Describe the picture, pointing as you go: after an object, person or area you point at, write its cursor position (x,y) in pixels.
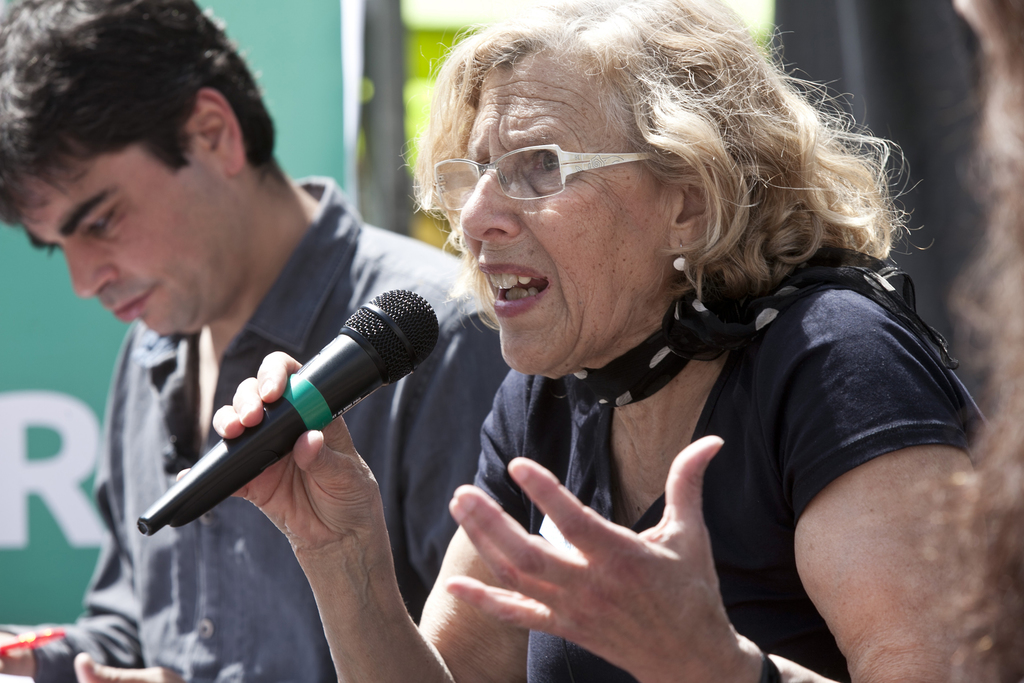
There is a woman (848,277) holding a microphone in her right hand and she is speaking. There is a man (77,23) who is on the left side (254,581).
